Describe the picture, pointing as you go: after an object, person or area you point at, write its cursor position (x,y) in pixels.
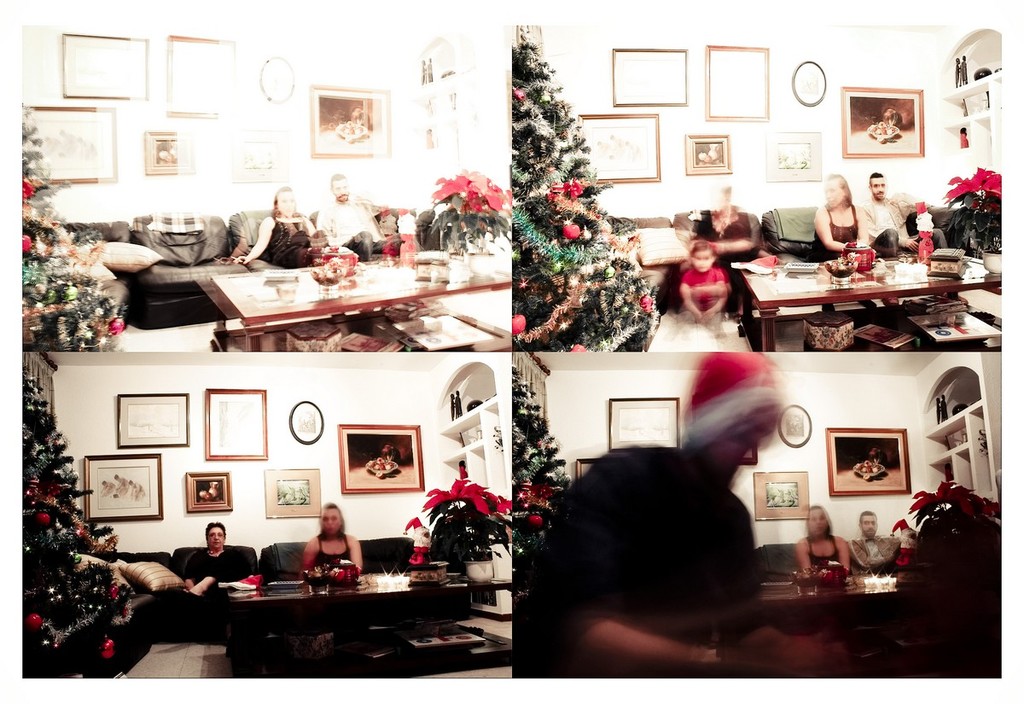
It is a image of four collage pictures, in the first picture there are two people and a tree (122,314) to their left side and a table (381,302) in front of them, there are some photo frames (172,162) to the wall (216,154) in the background (250,154), in the second picture there are four people (703,313), in the third picture there are two people (349,552) and in the fourth picture there are three people (723,601) again.
